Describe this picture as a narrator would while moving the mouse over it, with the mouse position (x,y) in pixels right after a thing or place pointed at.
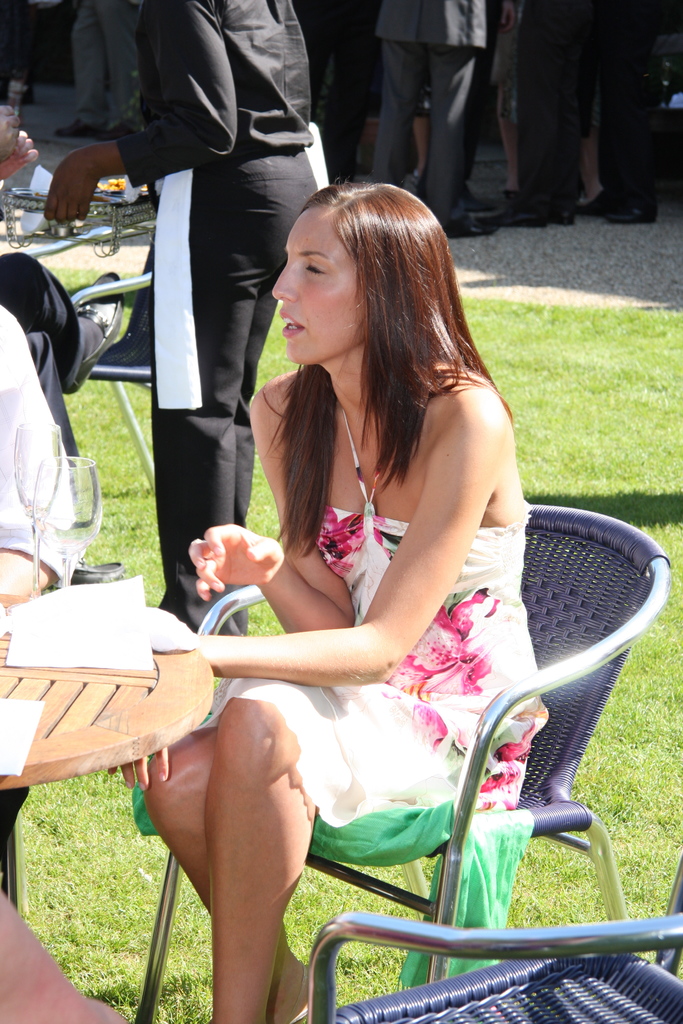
In the image on the ground (571,307) there is a lot of grass (137,492) and the woman (475,566) is sitting on chair (605,670). She is wearing a floral frock (391,701) behind her there is a man (212,204) who is wearing a black outfit (217,295) and he is holding a tray (103,182). Beside the man (277,74) there are lot of people (493,78) standing and they are all wearing formal suits (558,88).
